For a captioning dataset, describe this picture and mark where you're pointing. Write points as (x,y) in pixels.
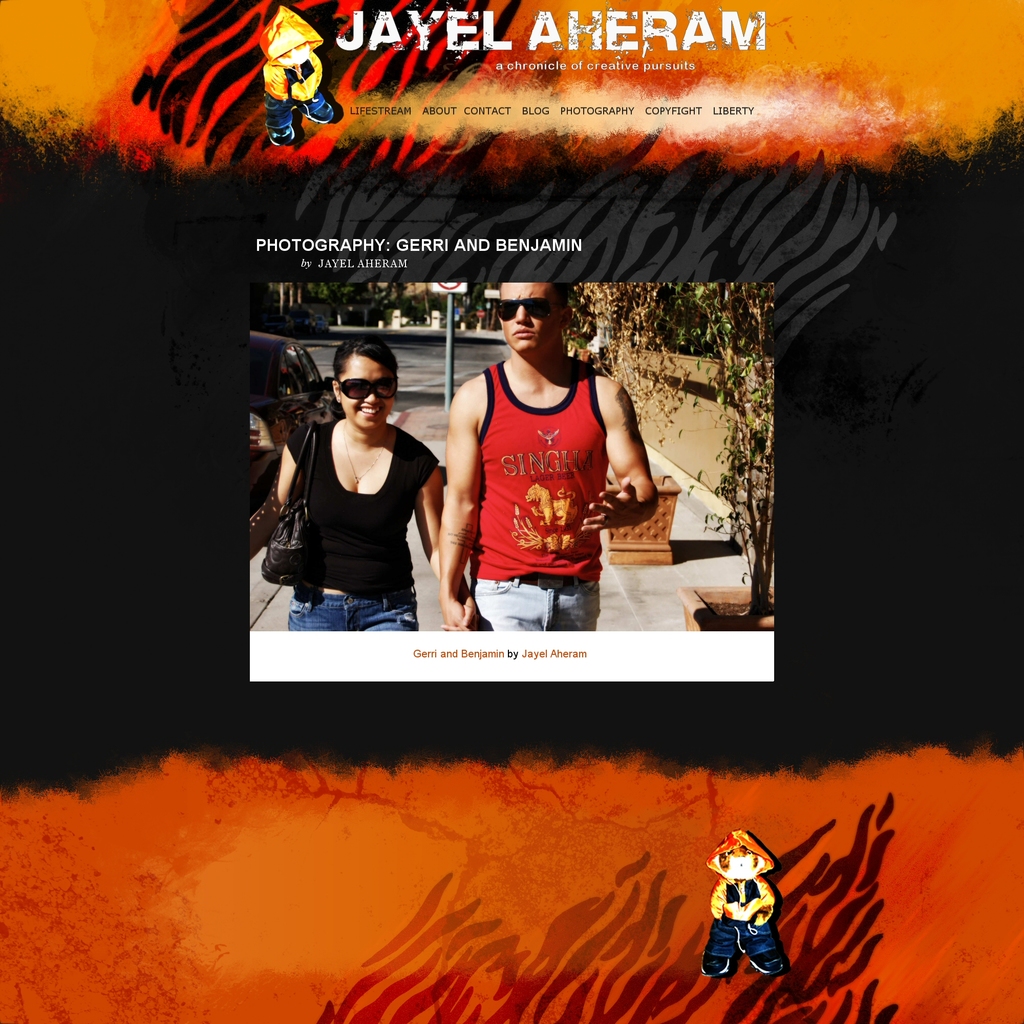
2 people (409,451) are present in this image. The person (387,523) at the left (318,452) is wearing a black t shirt (387,504), black handbag (286,539) and jeans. The person (506,499) at the right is holding the hand (464,622) of the girl (404,551) and wearing a red vest (515,472). Behind them there are plants (749,492), sign board (450,348) and a car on the road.
